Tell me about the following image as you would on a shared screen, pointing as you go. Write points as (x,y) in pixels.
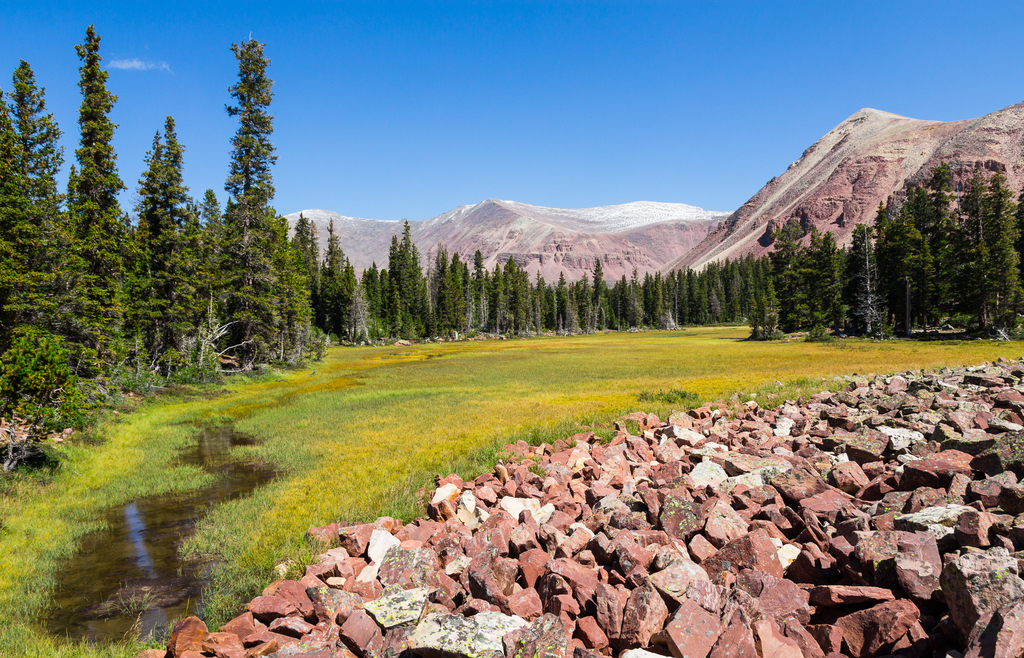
In this image we can see trees (114,287), grass (323,481), water (154,529), rocks (688,540), mountains (670,224), sky (496,84) and clouds (132,65).
